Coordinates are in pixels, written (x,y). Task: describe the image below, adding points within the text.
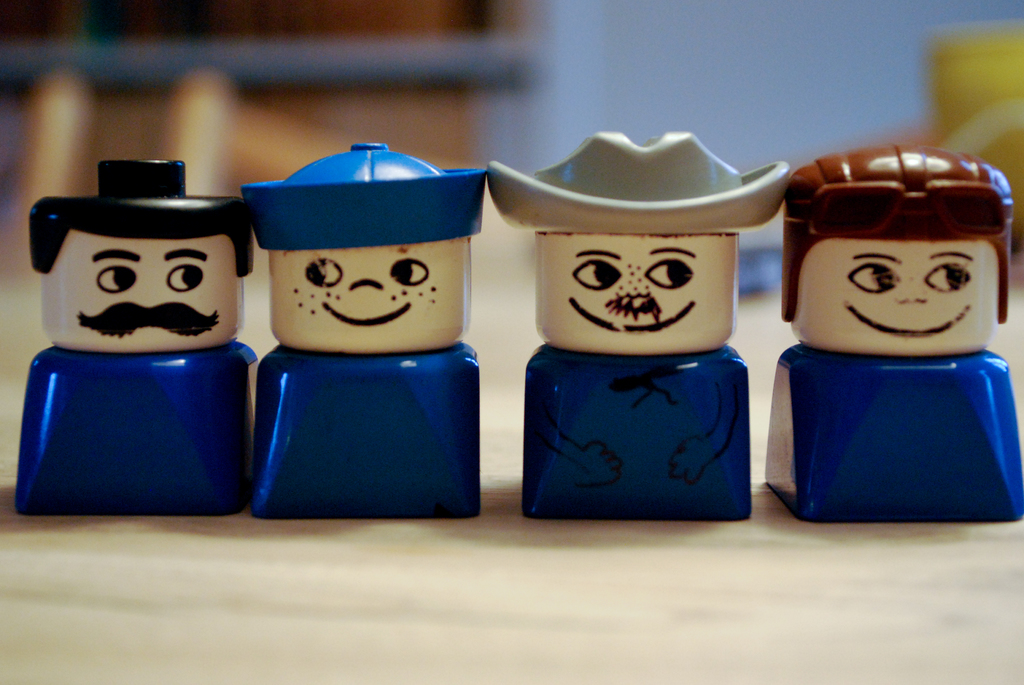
In this picture, we see the four toys (385,391) or the figurines (629,436) in blue color. We see the caps (117,172) in black, blue, grey and brown color. At the bottom (619,603), we see the floor (578,547). In the background (429,101), it is in brown, blue and yellow color. This picture is blurred in the background (597,116).
